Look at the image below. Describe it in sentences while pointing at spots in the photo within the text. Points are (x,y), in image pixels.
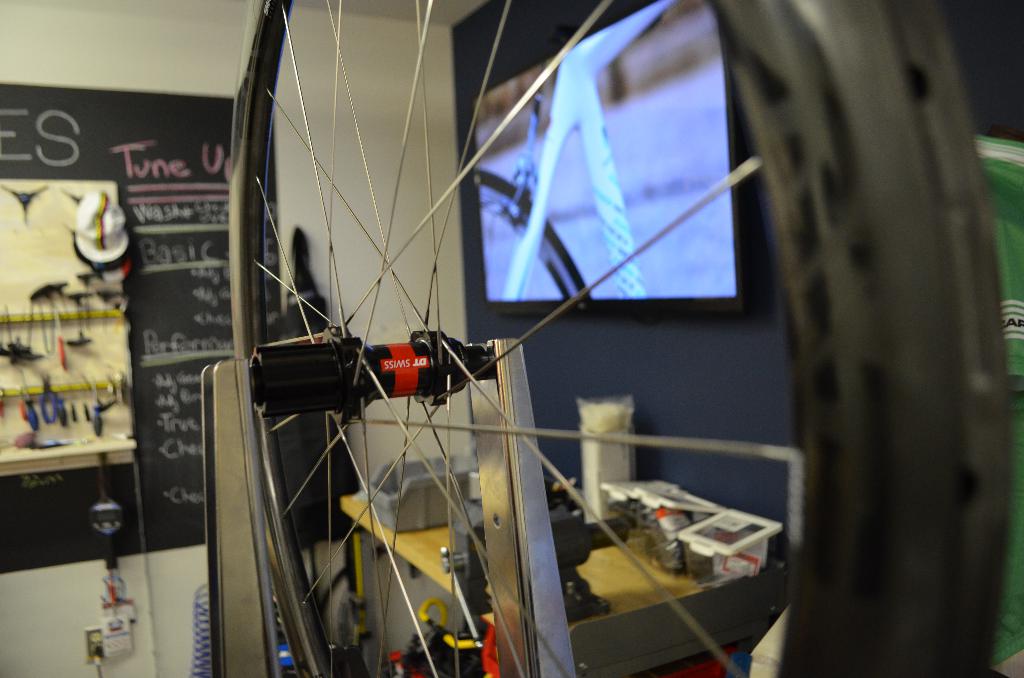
In this image in front (937,272) there is a tire (874,282). There are a few objects (662,524) placed on the table (607,596). On the left side of the image (91,114) there is a black color board (170,117) attached to the wall (340,92) and there is some text (221,196) on it. There are a few objects (54,401) on the wooden board (92,373). In the center of the image (612,309) there is a television (491,273).
